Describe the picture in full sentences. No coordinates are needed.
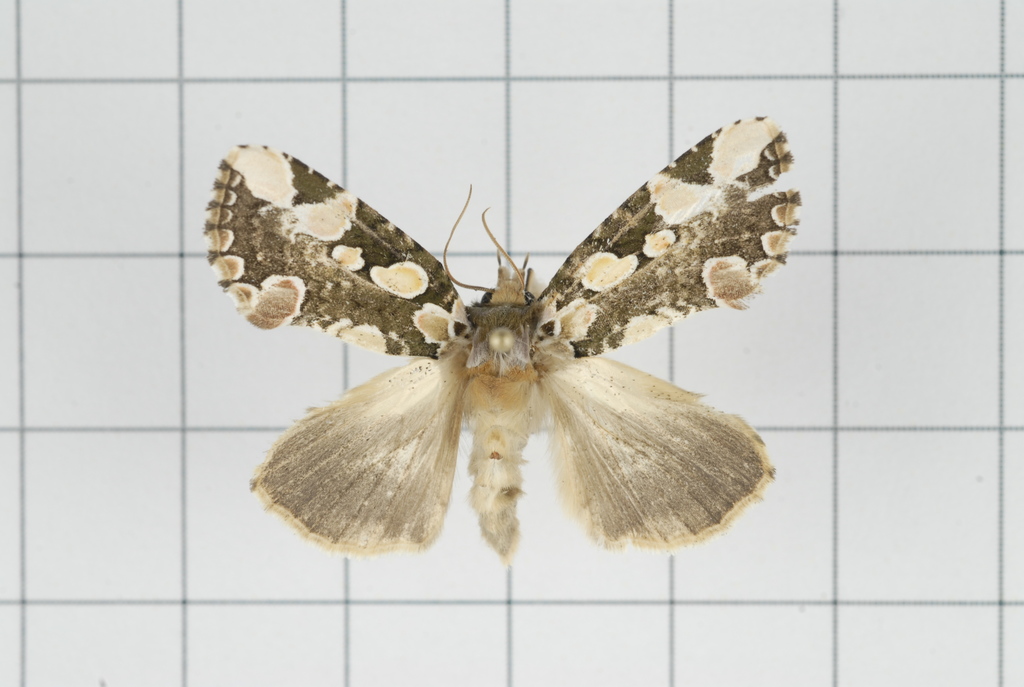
This picture shows a moth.
